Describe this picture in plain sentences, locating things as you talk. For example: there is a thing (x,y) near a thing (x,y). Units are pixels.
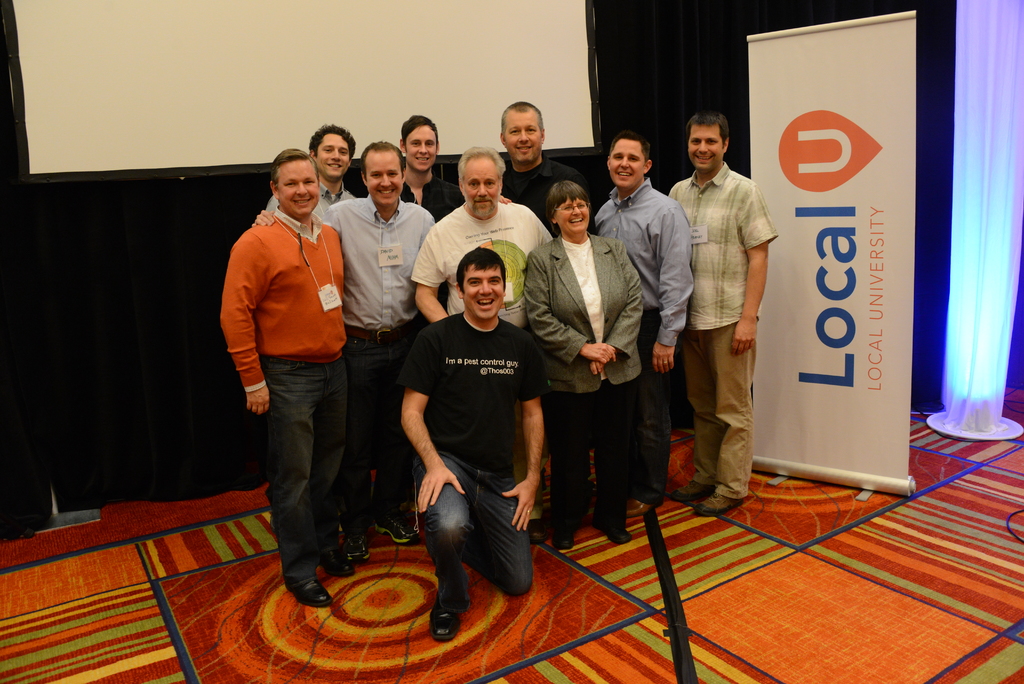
In this image, there are a few people (550,321). We can see the ground (939,507) with an object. We can see a board (855,139) with some text (853,372). In the background (712,23), we can see some curtains (712,59). We can also see an object (112,176) at the top (589,128). We can also see a pole (973,345) with some light (982,140) on the right (1001,374).
